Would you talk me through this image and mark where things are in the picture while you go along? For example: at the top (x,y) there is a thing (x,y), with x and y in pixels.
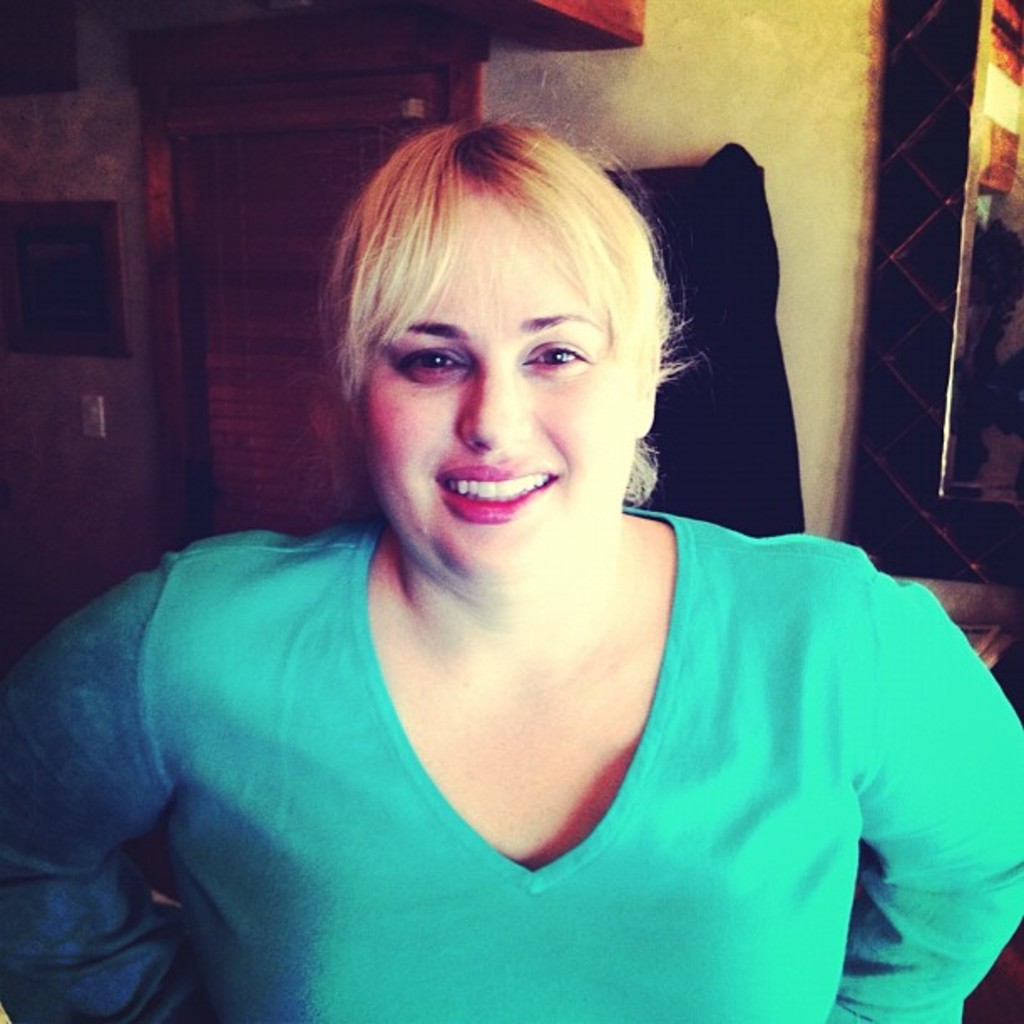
In this image I can see a person (626,751) is wearing green color top (838,734). Back I can see a wall (864,159) and few objects (707,349).
